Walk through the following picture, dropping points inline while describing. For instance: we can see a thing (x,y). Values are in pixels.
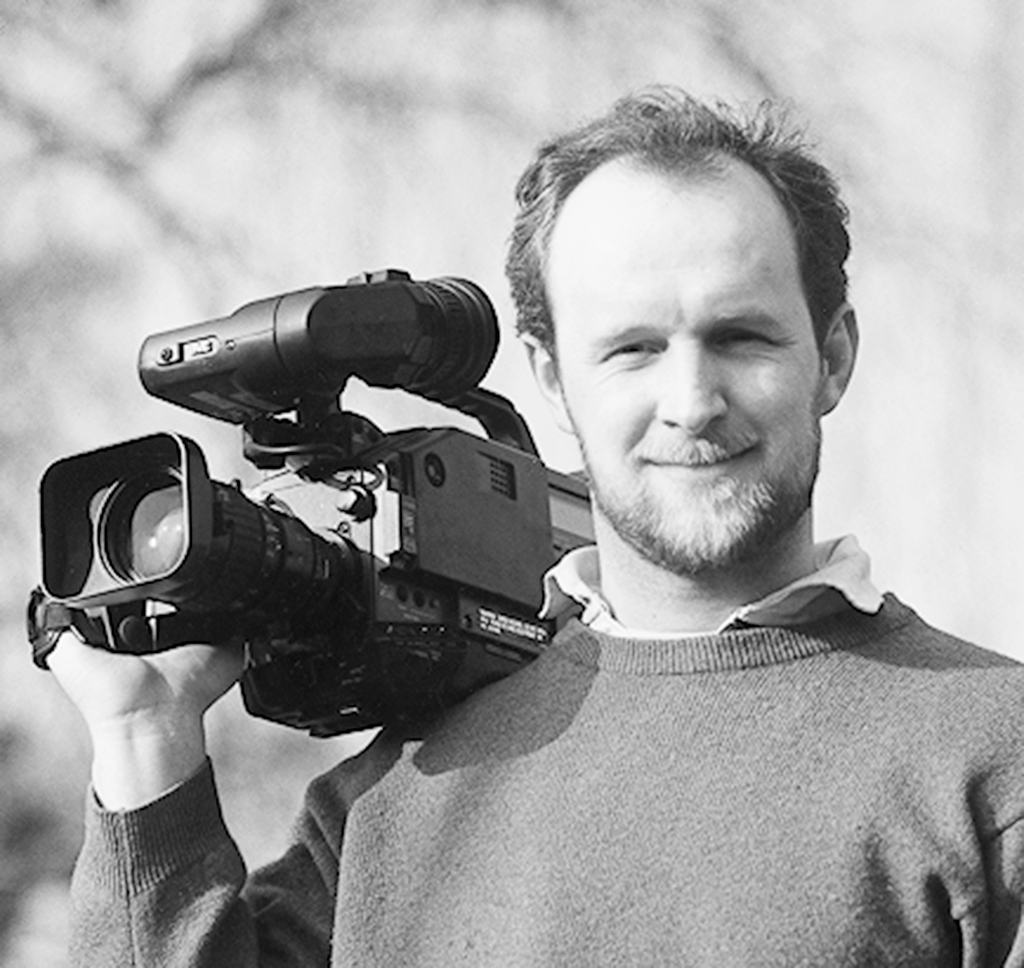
This is a black and white picture. Here we can see a man (458,866) who is holding a camera (335,618) with his hand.
